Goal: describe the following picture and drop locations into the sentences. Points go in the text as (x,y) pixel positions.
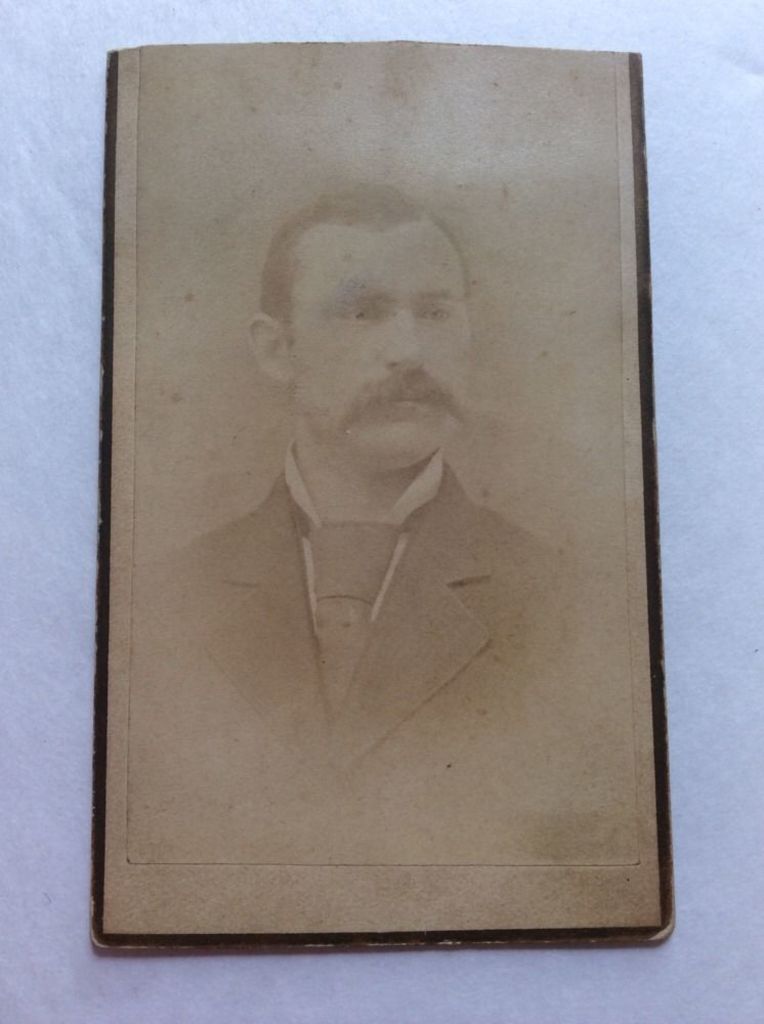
It is a black and white image, in this a man (380,648) is there, he wore tie (364,576), coat (434,624), shirt (404,531).
